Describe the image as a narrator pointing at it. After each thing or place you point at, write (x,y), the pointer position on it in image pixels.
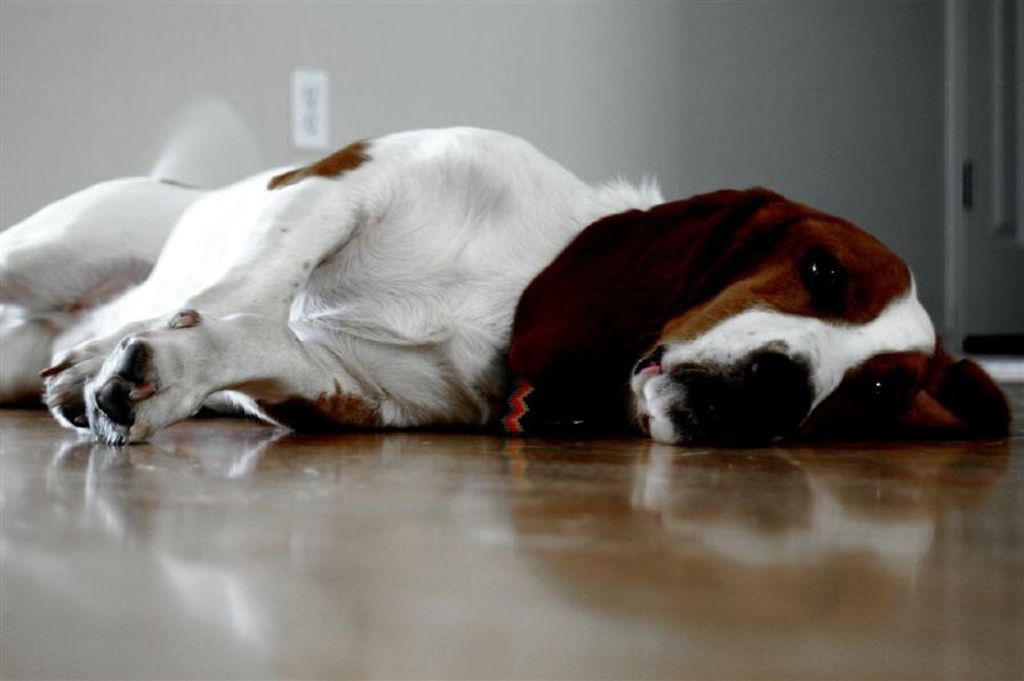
In this image, we can see a dog (323,259) is laying on the surface (426,554). Background (488,45) we can see a wall (488,95), switchboard (301,87) and door (973,141).
